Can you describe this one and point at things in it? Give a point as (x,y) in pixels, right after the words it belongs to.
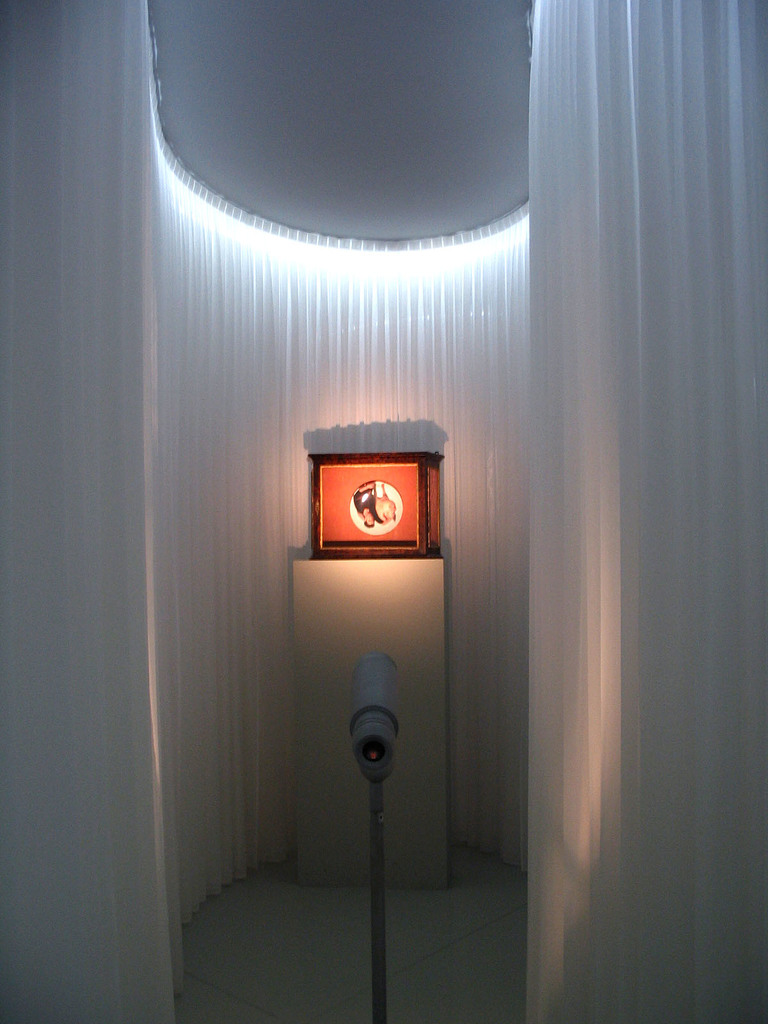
In this picture I can see a box (430,467) on the pedestal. I can see lights (388,261) and curtains (285,724).
